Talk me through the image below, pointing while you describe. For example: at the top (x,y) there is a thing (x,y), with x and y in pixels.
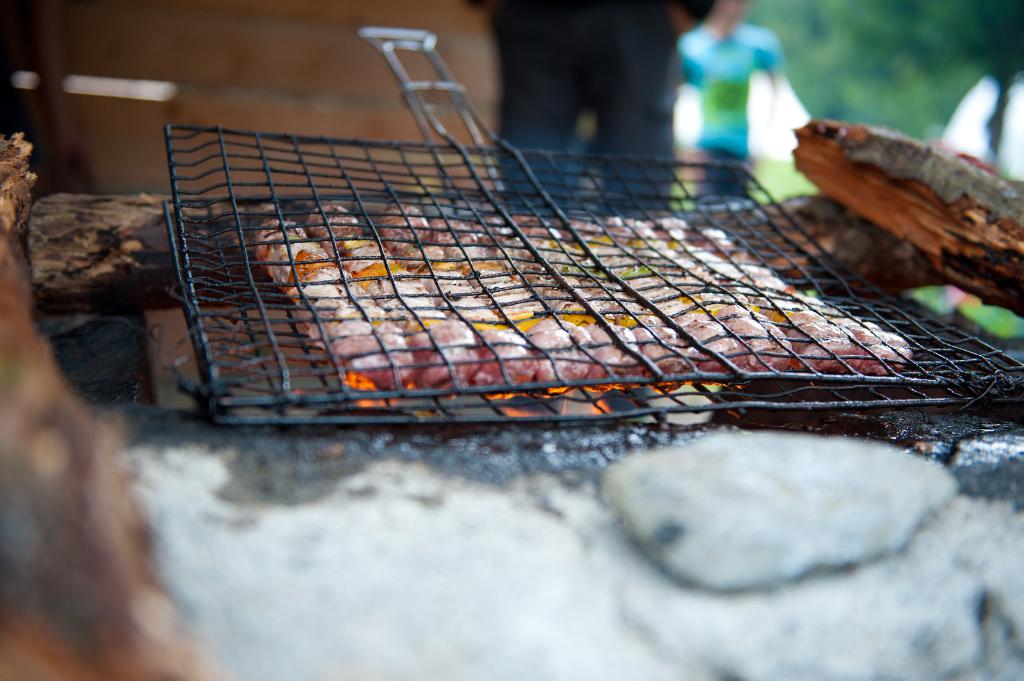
In the center of the image (385,246) we can see meat (665,236) on the grill (598,283). In the background (601,98) we can see persons (550,91) and trees (842,39).
